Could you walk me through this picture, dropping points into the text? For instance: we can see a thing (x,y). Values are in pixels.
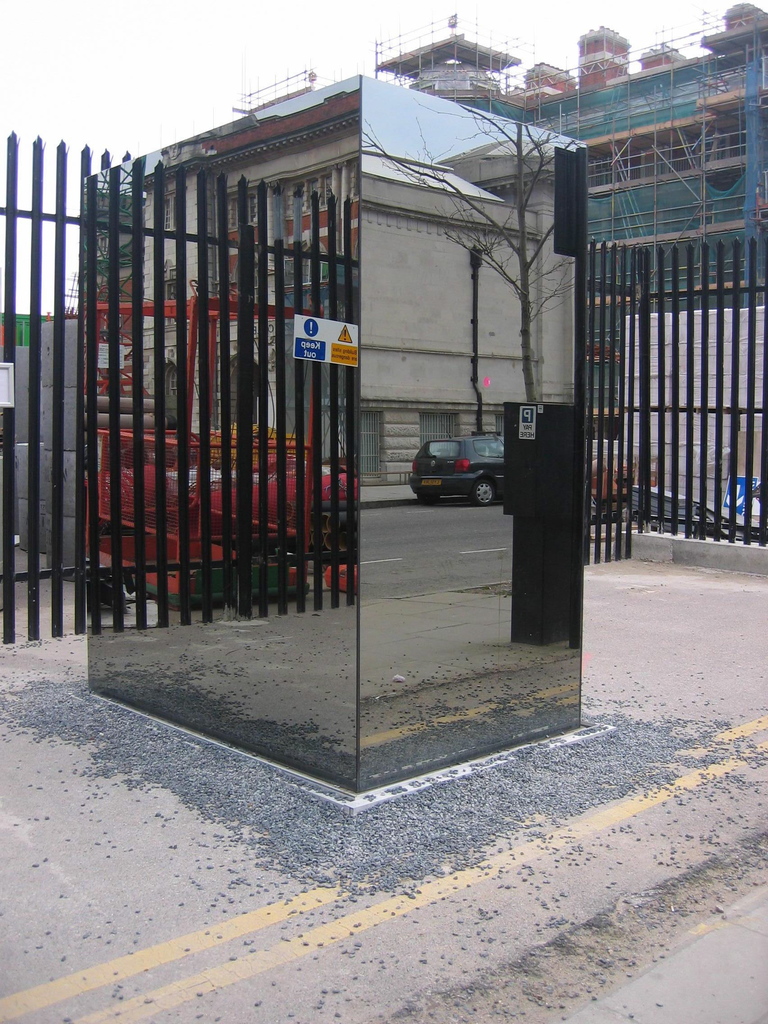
In this picture we can see glasses (352,665) in the front (345,661), we can see reflections (438,547) of a car (448,491) and a tree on this glass (513,383), on the left side (92,496) there is a fencing panel (186,491), in the background (649,177) we can see a building (666,147), we can also see some sticks (629,118), there is the sky (149,6) at the top of the picture (195,43).
